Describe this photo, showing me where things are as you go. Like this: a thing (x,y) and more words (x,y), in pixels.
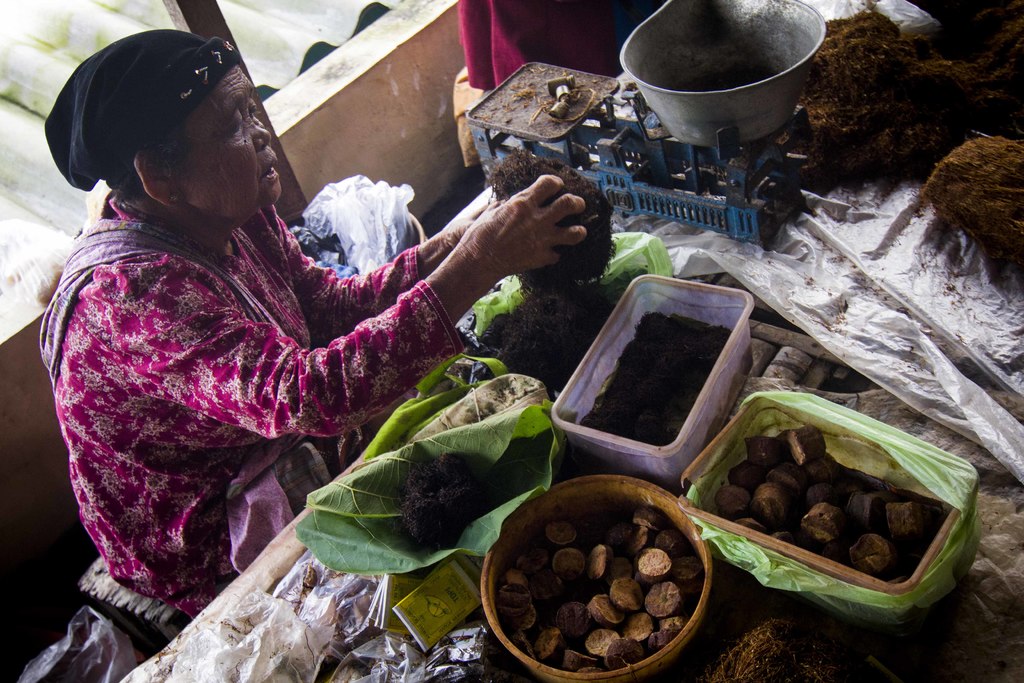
In this image we can see a woman (263,388), table (146,673), plastic covers (999,520), boxes (732,535), leaves (385,501), roof sheet (232,9), wall (428,41), weighing scale (769,138), and few objects (809,174).
